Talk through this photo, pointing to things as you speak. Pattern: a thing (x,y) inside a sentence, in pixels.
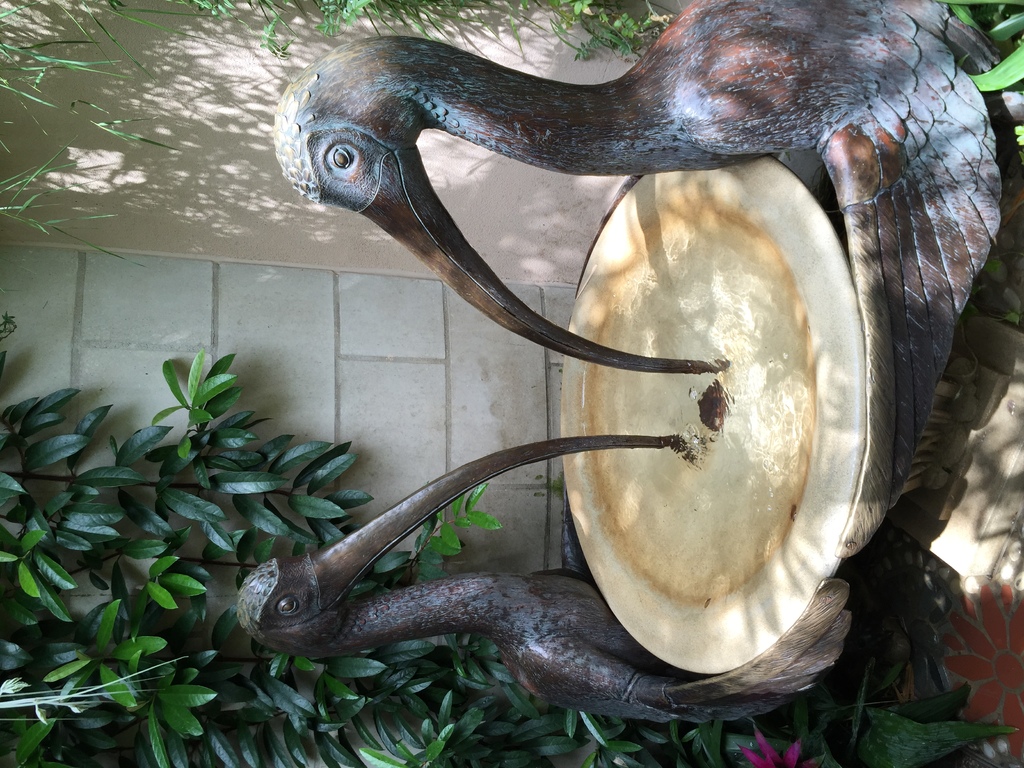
In this image we can see a statue (611,570). On the backside (308,521) we can see some plants (263,542) and a wall (291,421).
